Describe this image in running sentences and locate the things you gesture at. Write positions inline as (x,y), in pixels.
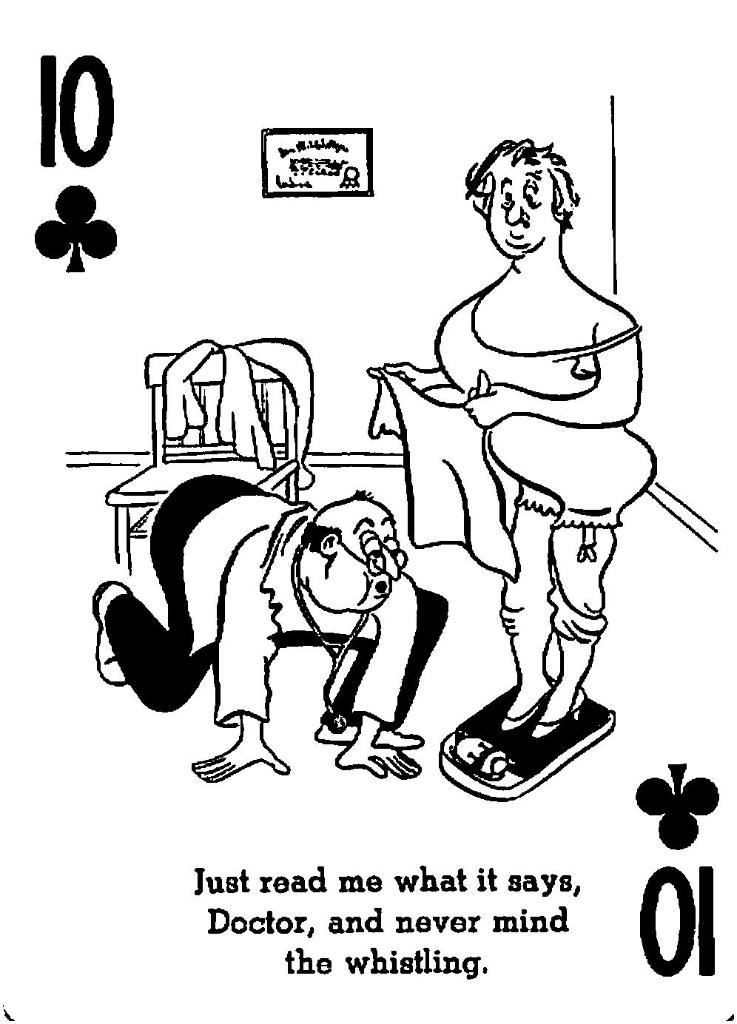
In this image we can see poster (421,814). On the poster (309,509) we can see drawings (550,473) of two persons (540,467), cloth (383,416) and chair (239,456). Also there is text (481,954), numbers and signs (697,789) on the poster (372,829).
